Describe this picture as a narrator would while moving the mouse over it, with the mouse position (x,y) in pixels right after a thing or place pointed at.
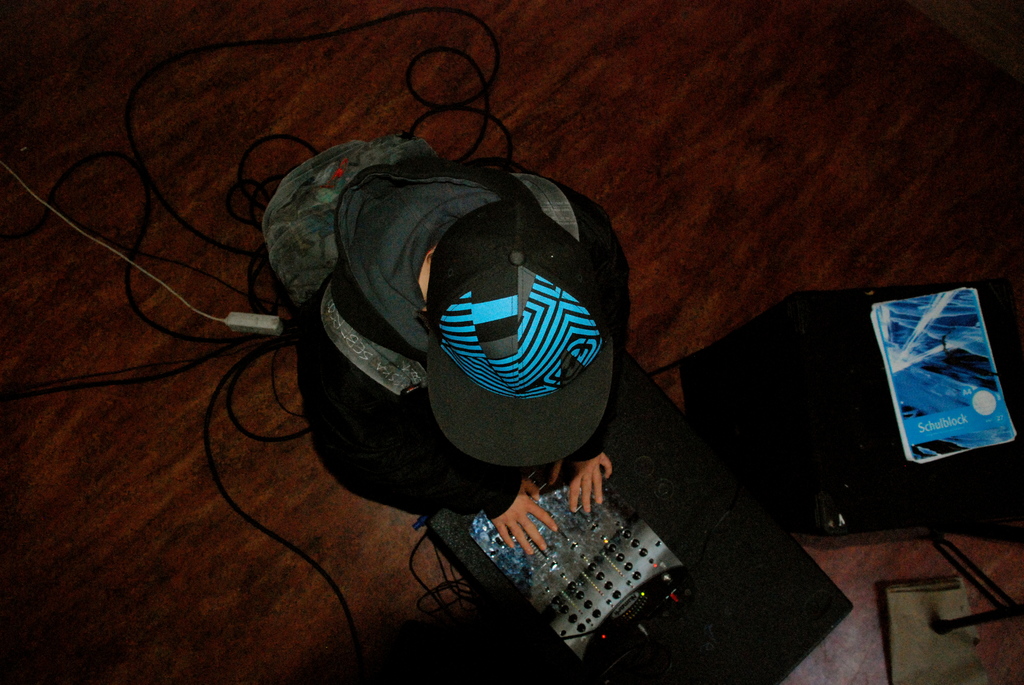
There is one person (502,395) wearing a black color dress (452,506) and a hat (546,368) in the middle of this image (459,351). There is a electronic device (564,577) at the bottom of this image (564,577) and which is connected with some wires (265,348). There is one book (896,411) kept on a black color bag (865,399) on the right side of this image (870,436).
